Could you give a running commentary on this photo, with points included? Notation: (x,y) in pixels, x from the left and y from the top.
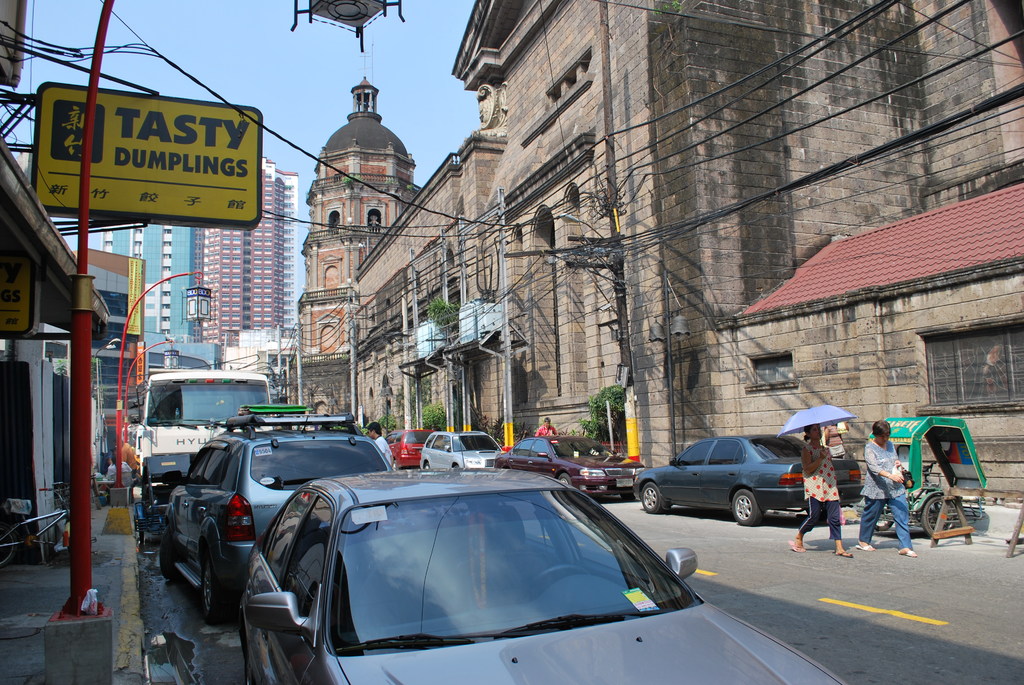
There is a road (704,556). On the road (724,576) there are many vehicles (368,443). Also there are two persons (836,505) walking on the road (848,528). One person (829,505) is holding an umbrella (823,419). On the right side (773,245) there is a building (702,164) with brick wall (640,226). Also there are electric poles (602,267) with wires (621,241). On the left side (101,205) there is a name board (144,135). There are light poles (75,377). In the background (201,253) there are many buildings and sky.
